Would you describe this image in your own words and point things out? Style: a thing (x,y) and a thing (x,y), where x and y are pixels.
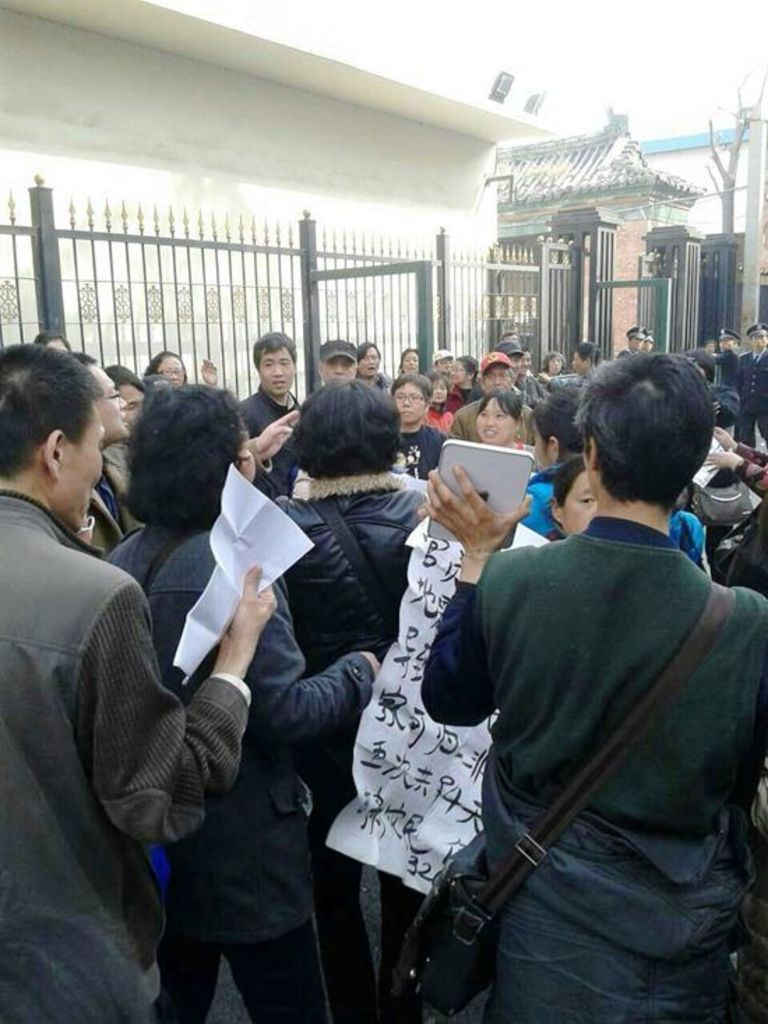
In the center of the image (356,524) there are people (213,895) standing. In the background of the image (269,132) there are houses (207,187). There is a metal fencing (14,225).
